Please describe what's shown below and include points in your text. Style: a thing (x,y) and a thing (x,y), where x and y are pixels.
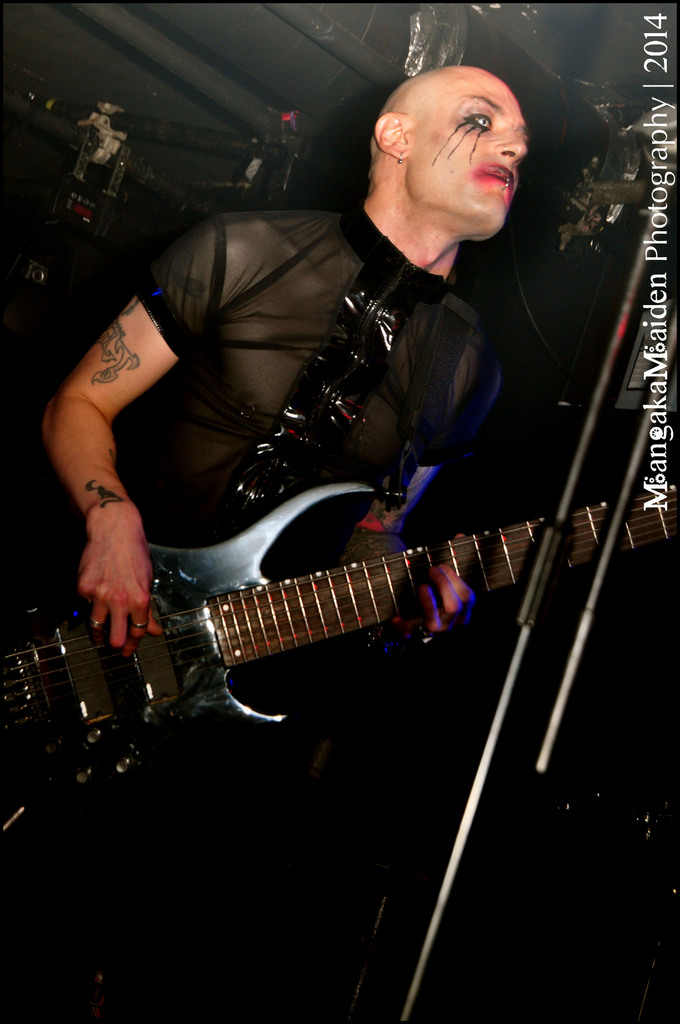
A picture of a person (188,513) who is holding a guitar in his hand (106,525) and also some tattoo (123,353) on his right hand (149,372) and also the halloween thing decoration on his face (481,111) and a mike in front of him.
